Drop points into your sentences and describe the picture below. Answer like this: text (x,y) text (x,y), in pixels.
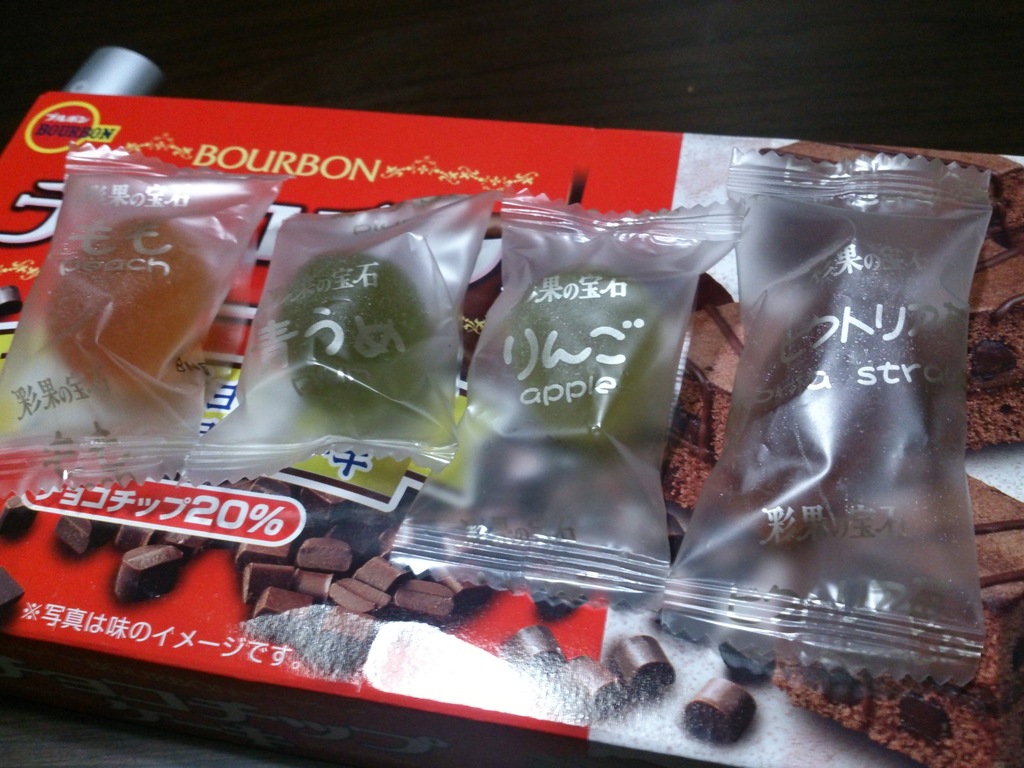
In this picture we can see candy wrappers (578,304) on a box (108,579) with chocolate cookies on it and in the background (839,35) it is dark.
